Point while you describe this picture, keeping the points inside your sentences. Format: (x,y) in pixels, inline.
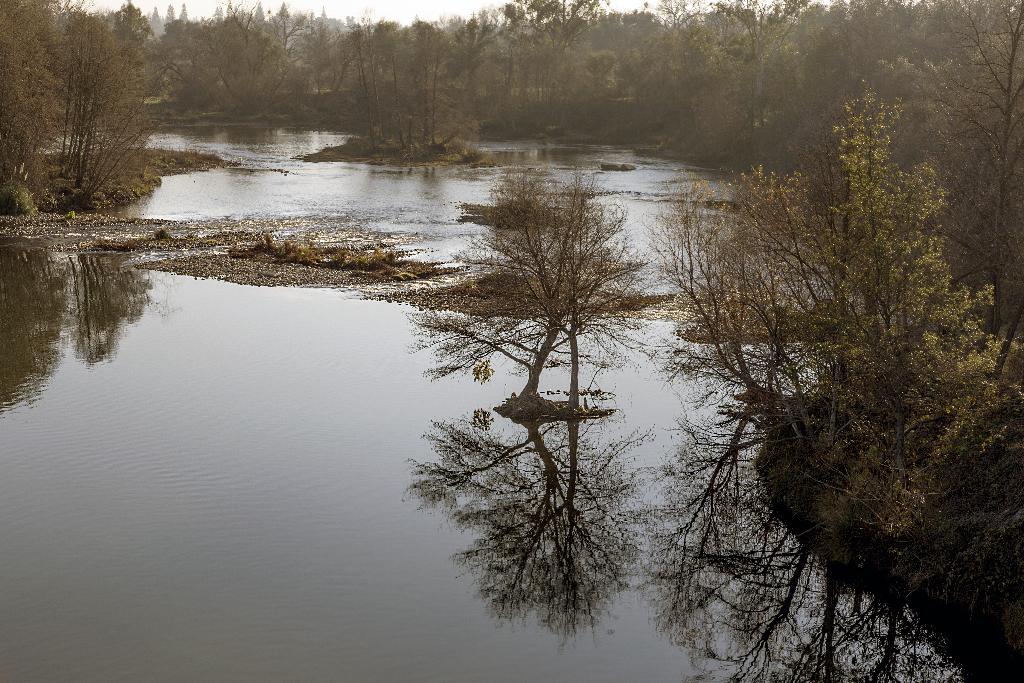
On the left side (66,321), there is water (114,317). On the right side (927,471), there are trees (987,333) on the ground (1013,405). In the background (944,78), there are trees (167,56).
